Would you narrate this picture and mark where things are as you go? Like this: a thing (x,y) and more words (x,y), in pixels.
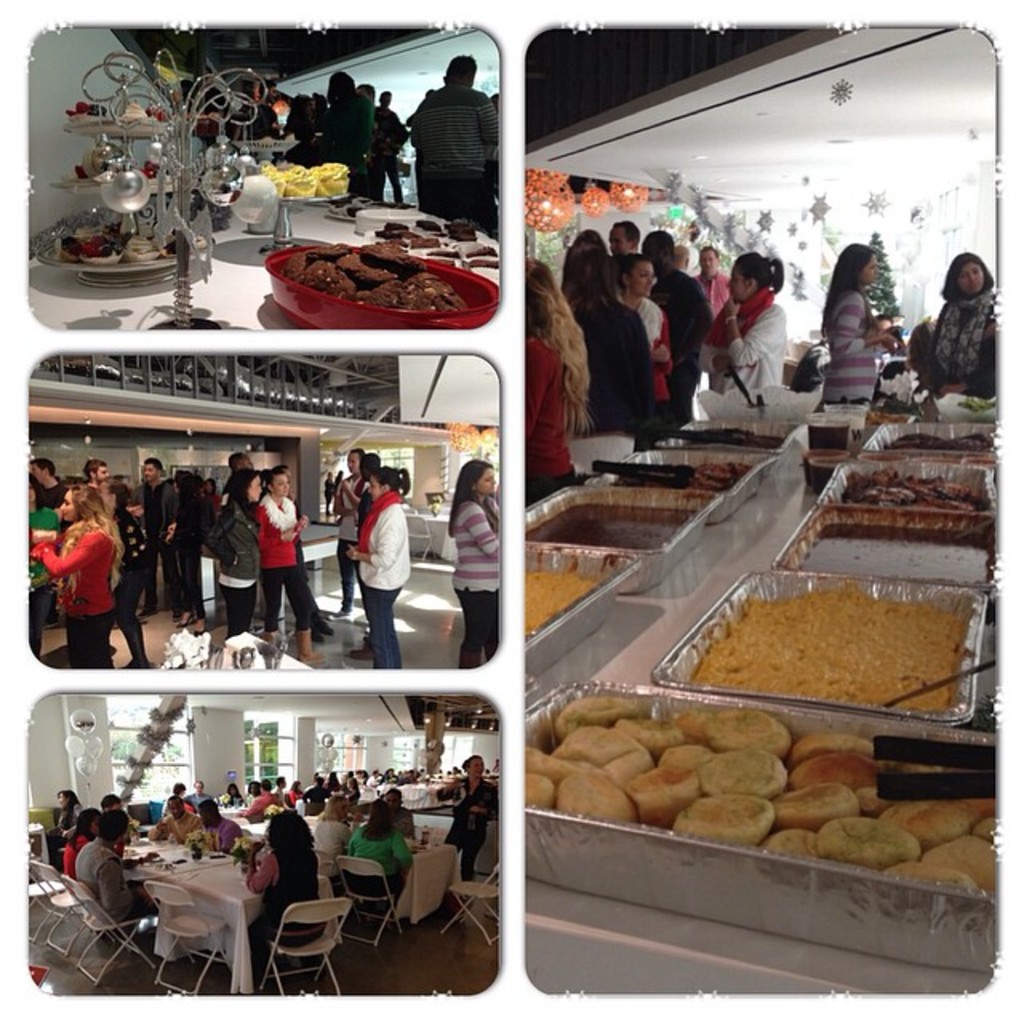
This picture is a collage of 4 images. The image on the right side (708,551) consists of food (807,612) and the persons (735,328) are standing. The image on the left side (258,227) at the top (312,231) consists of food (387,266) and there are persons (388,137) standing and image in the center (364,555) consist of persons (244,570) standing and there is a table (437,532) covered with white colour cloth (425,529) and image at the bottom (308,830) consists of persons (92,851) sitting and standing and there are tables (209,873) and there are windows (251,736).
